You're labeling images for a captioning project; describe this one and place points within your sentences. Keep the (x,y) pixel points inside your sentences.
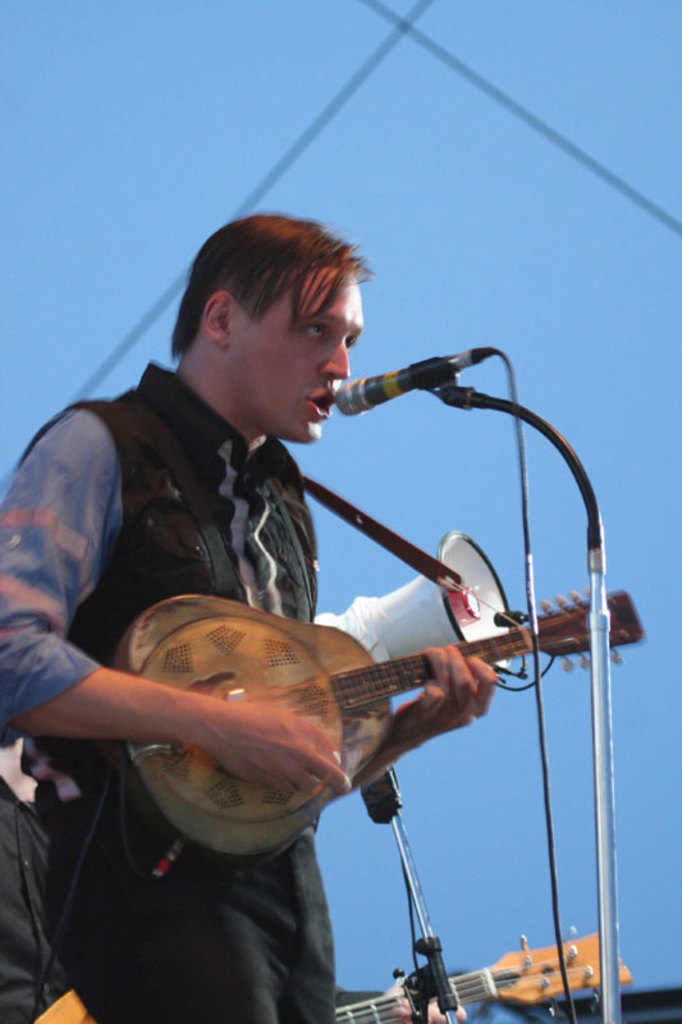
In this image there is a person (166,710) standing and playing a musical instrument (287,657) and he is singing and at the back (29,928) there is a other person (31,953) playing a guitar (381,1000). There is a microphone (387,389) in the image.
